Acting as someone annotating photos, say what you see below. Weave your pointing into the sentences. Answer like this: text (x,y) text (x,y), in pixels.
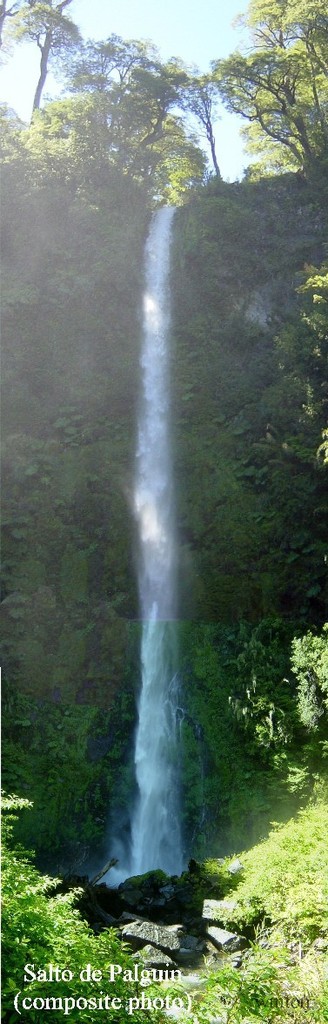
In this image we can see plants (14,601) and trees (318,62). In the middle of the image (158,514) waterfall (146,370) is there. Left bottom of the image (51,1005) watermark (111,971) is present.
